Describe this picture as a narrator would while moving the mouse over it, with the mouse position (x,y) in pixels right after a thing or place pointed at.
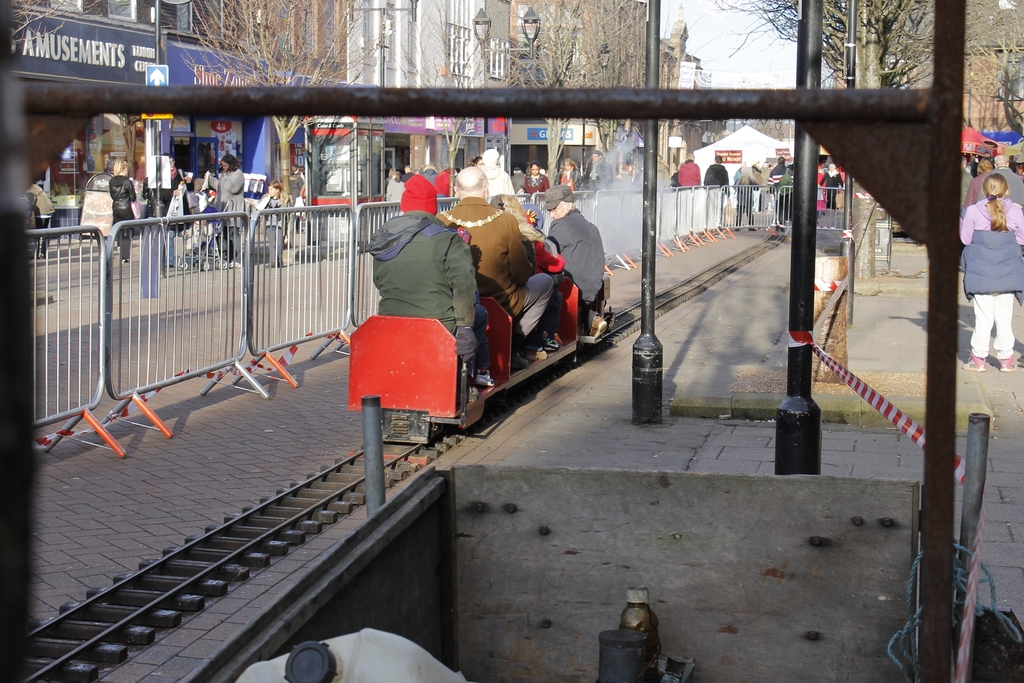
In the center of the image (480,272) there are persons (475,337) on the train (503,336). On the right (1010,294) and left side of the image (275,253) we can see persons (1020,167), trees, buildings (87,175) and poles (657,50). In the background (734,179) we can see persons (1010,294), buildings (662,84) and sky (719,52).
